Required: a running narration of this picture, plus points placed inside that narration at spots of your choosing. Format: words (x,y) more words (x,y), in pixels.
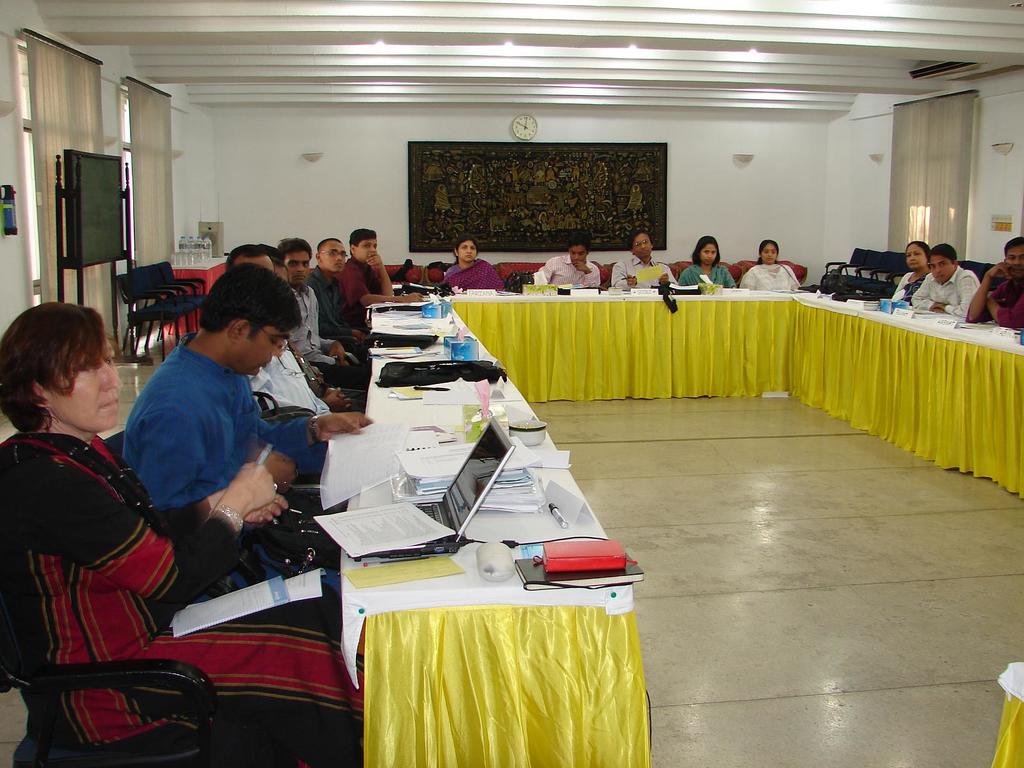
This is a picture of a conference. The picture is taken in the room (1016,176), in the picture there are people (637,251) seated in chairs (432,277), in front of tables (518,294), on the tables (497,532) there are laptops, bags (402,307), papers (445,464), books (620,574) and other objects (430,300). In the background (585,201) there are frame (501,160) and clock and lamps (307,160) to the wall (305,214). On the left (167,293) there are windows (92,142), window blinds (150,249), chairs (153,289), water bottles (182,246) and desks (214,271). On the right (903,222) there are windows (903,222) and chairs (890,266).
